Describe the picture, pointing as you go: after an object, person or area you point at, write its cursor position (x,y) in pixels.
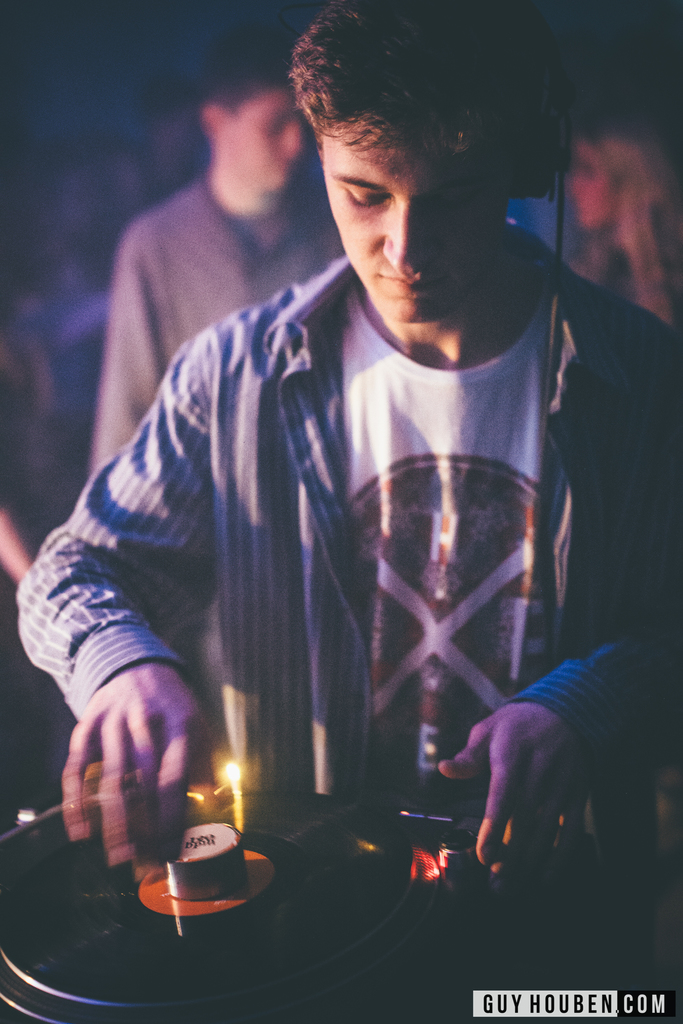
In the picture I can see people (391,541) among them the person (422,565) in the front (478,651) is holding something in the hand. I can also see a round shaped object (217,915). The background of the image (58,73) is blurred. On the bottom right side of the image (667,994) I can see a watermark (645,1015).
